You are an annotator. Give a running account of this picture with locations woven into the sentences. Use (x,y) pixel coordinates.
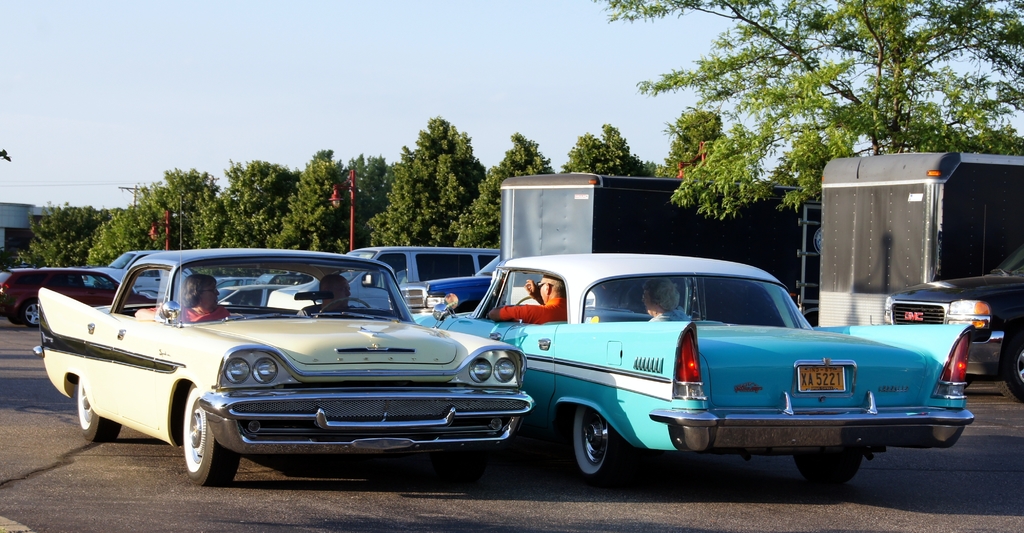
In this picture we can observe two cars (571,321) on the road (390,488) in opposite directions. One of the cars (199,348) was in white color and the other was in blue color. In the background (111,285) there are some cars (105,267) parked here. We can observe red color poles (355,186) and trees (290,213). In the background (222,84) there is a sky (324,70).
